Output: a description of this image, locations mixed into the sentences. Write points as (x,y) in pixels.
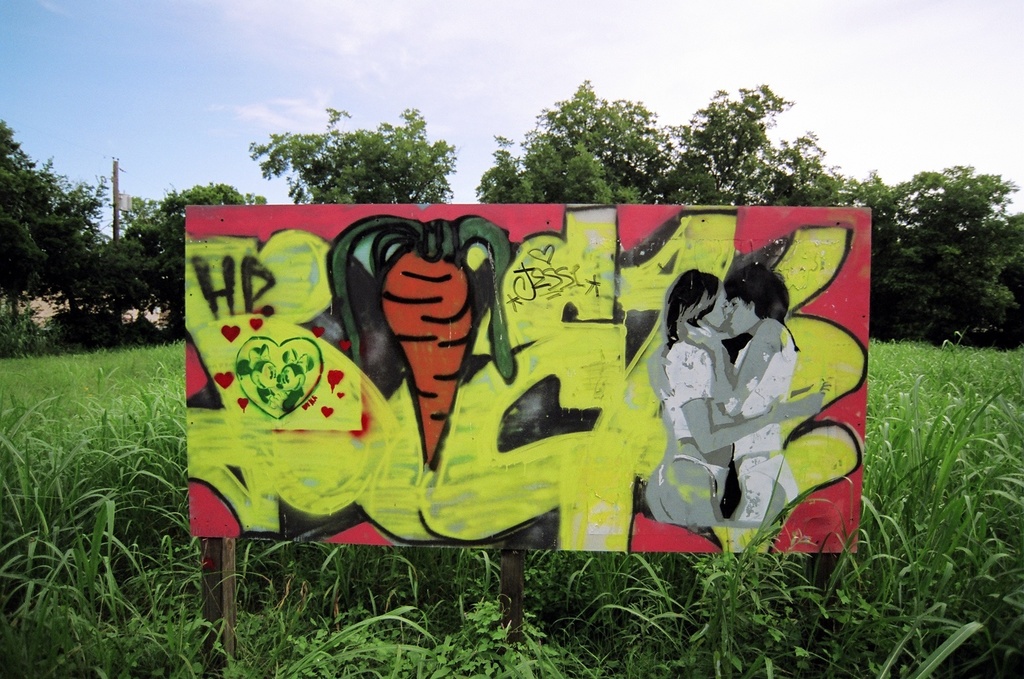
Here we can see a hoarding (443,417) and plants (898,568). Background (349,169) there are trees (266,178) and pole (116,171). Sky (451,80) is cloudy.
